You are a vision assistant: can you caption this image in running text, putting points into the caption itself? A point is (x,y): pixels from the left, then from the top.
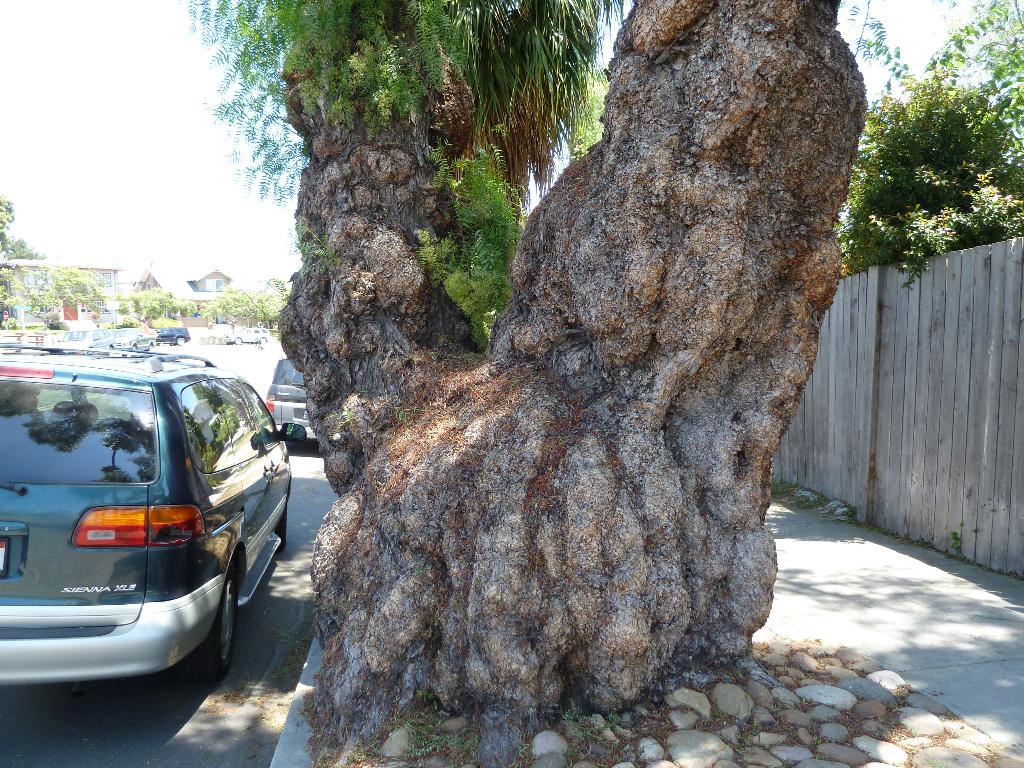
In this image we can see a tree (670,423). Left side of the image (274,598), road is there on road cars (182,382) are parked and behind the car (166,387) buildings (113,295) are there. Right side of the image (926,421) one wooden fencing (918,371) is there, behind the fencing (950,361) one more tree (962,167) is present.
